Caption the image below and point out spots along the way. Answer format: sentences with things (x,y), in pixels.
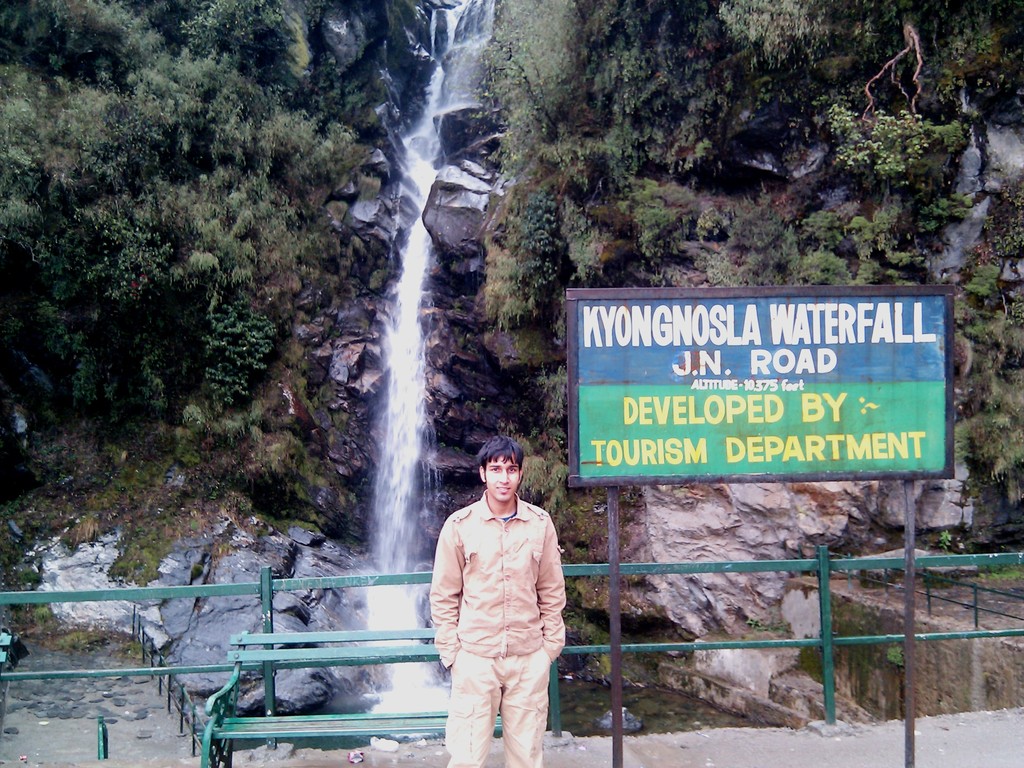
In this image a person (468,761) is standing on the land (502,761). Behind him there is a bench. Right side (706,347) there is a board (684,426) attached to the poles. Behind it there is a fence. There is a waterfall (456,48) in between the rocks (448,347). Background (867,153) there are few trees (36,131) and plants (851,159).
